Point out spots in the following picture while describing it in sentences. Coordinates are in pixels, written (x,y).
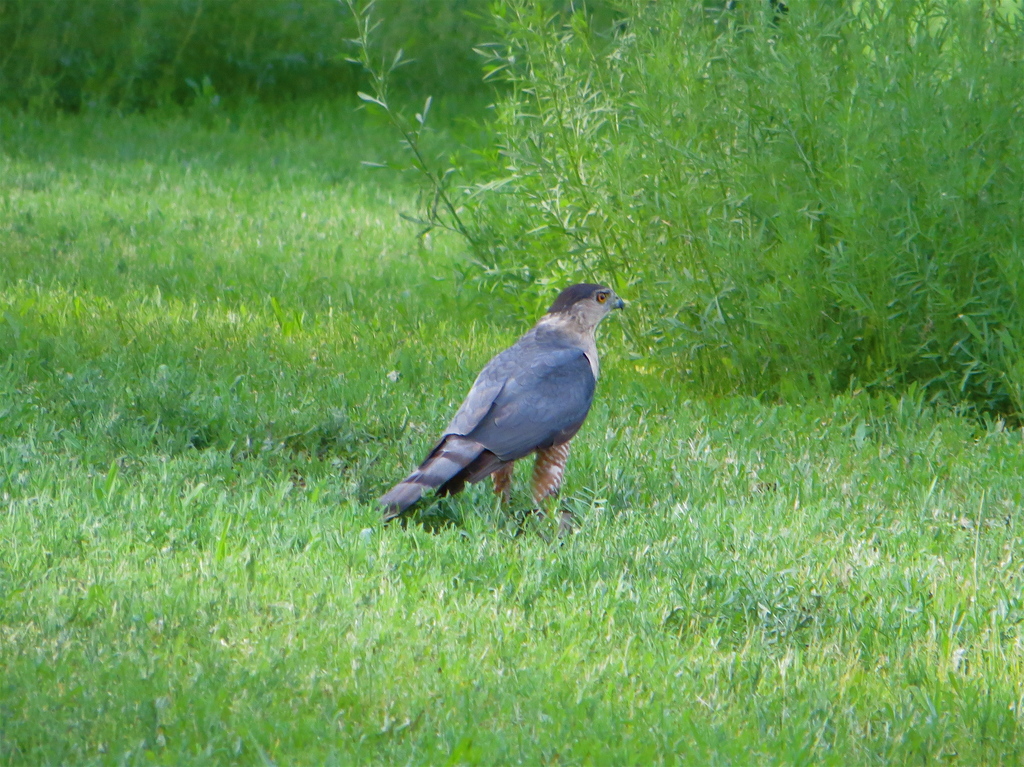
In this picture there is a bird (517,413) standing on a greenery ground (523,517) and there are few plants (664,99) in the right corner (754,142).
